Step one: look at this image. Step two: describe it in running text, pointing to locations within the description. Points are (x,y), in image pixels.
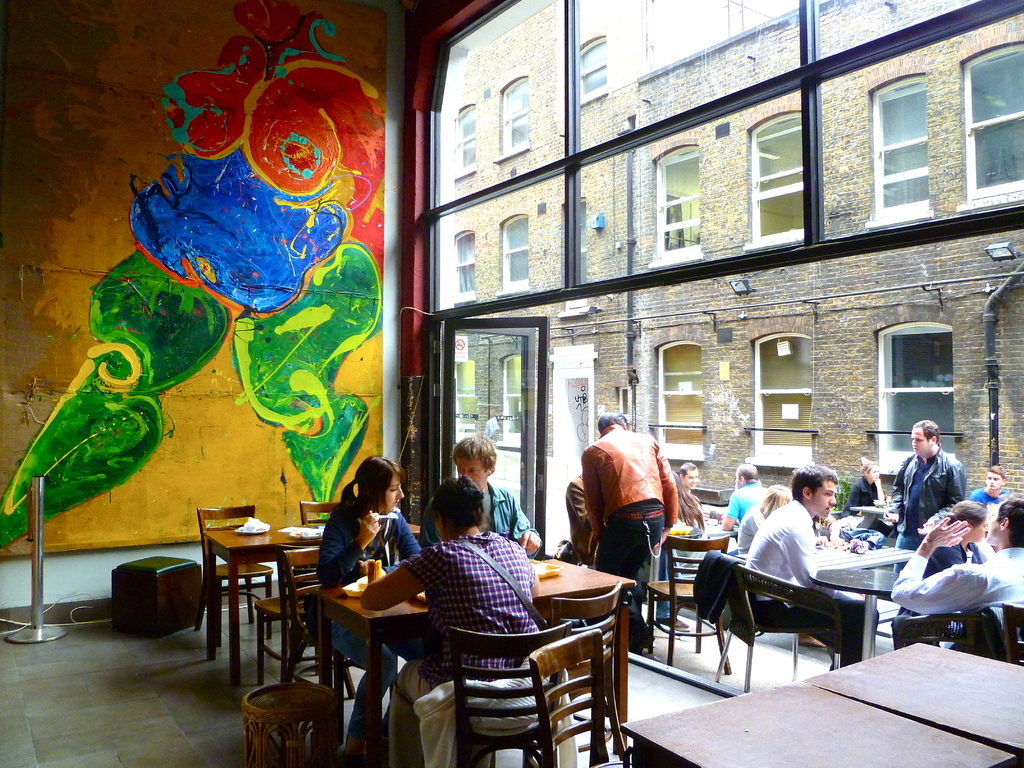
In this given picture we can observe some people (384,594) sitting around their respective tables (563,572) in the chairs (611,678). There's a man (636,507) standing here and some of them are also sitting here. In the background (224,312) there is a painting (173,293) on the wall (170,338). We can observe a building (752,351) here.
